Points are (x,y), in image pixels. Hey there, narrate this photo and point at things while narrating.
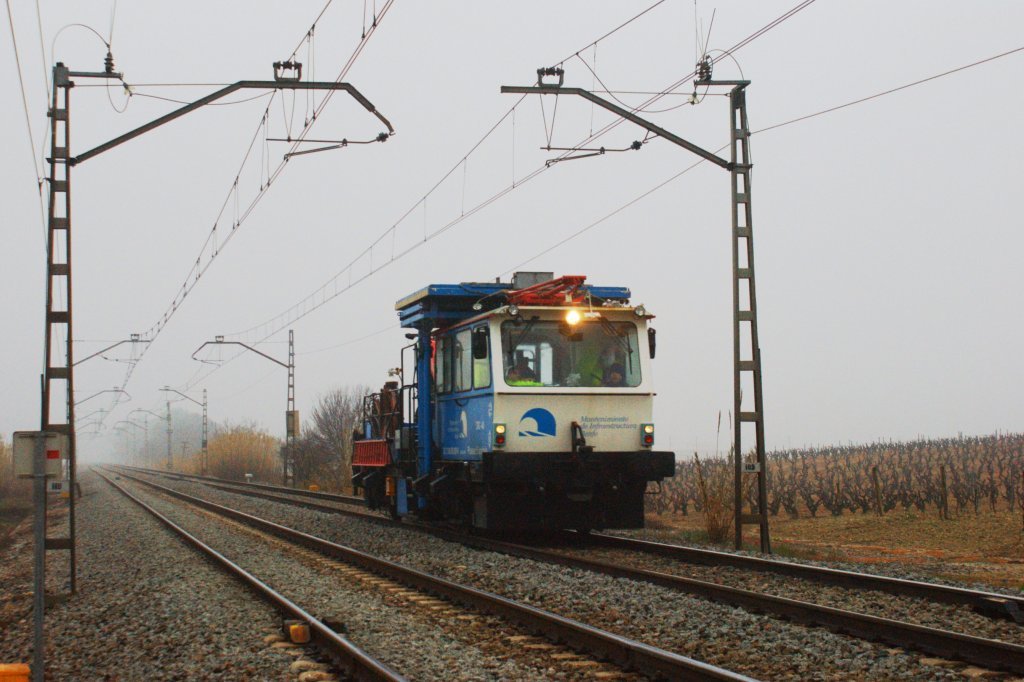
This image consists of a train (519,430). At the bottom (548,611), there are tracks (482,599). On the left (66,312) and right, we can see the poles (60,275) along with the wires (269,167). At the top (269,167), there is sky (662,437). And we can see the plants (971,451) and trees (337,449) in this image. At the top (218,149), there is sky (1004,360).
